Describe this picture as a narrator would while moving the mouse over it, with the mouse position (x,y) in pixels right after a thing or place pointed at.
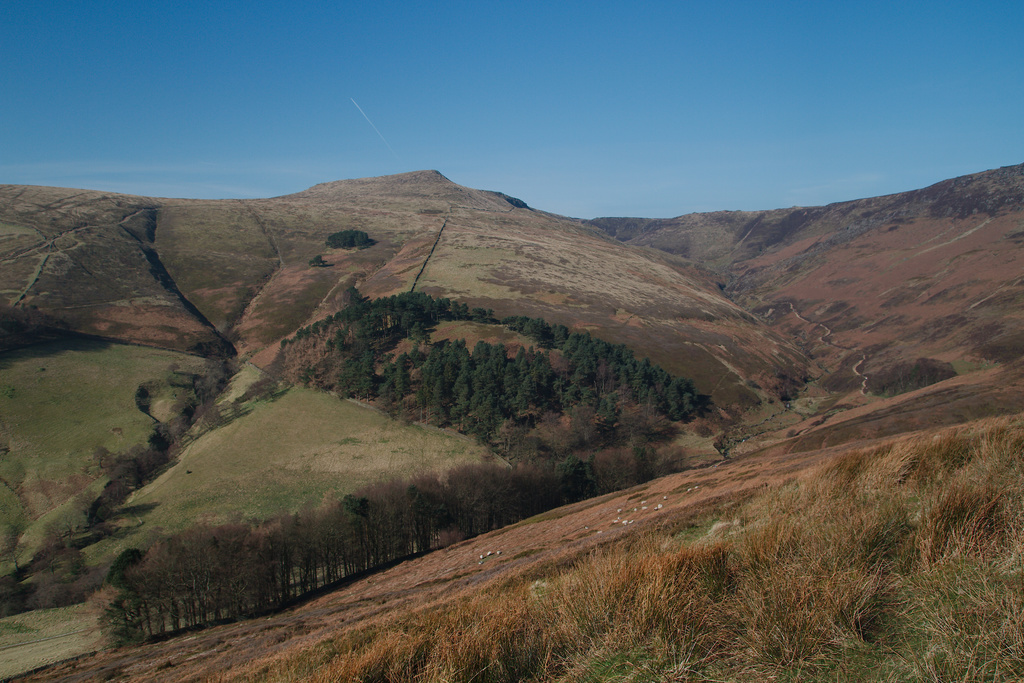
In this image there is the sky (491,121), there are mountains (452,337), there are trees (483,429) on the mountains (438,336), there is grass (732,616).
